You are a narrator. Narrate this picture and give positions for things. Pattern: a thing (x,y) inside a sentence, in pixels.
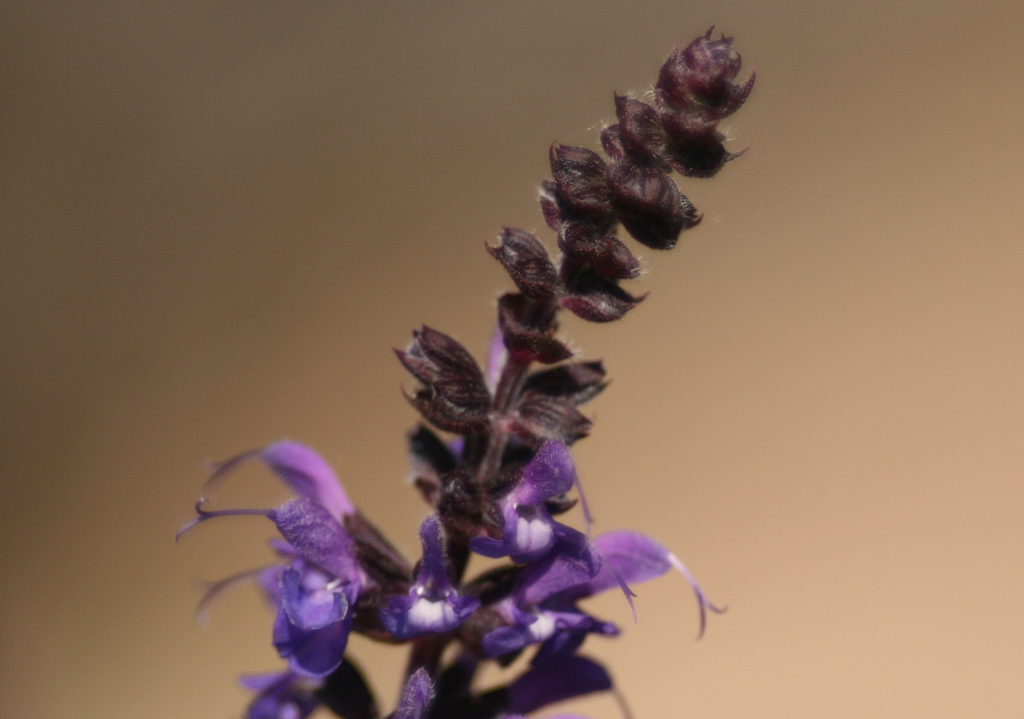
In this image we can see violet color flowers (459,598) and buds (499,312) on a stem (486,442).
